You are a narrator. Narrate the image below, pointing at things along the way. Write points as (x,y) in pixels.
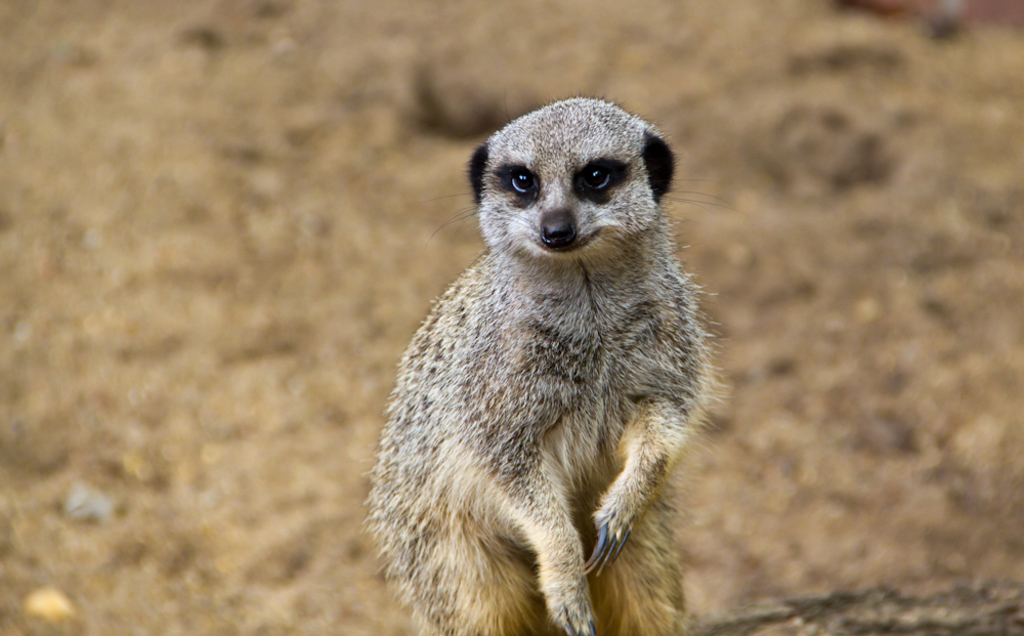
In this picture I can see a meerkat (594,396) and a blurry background (59,214).
